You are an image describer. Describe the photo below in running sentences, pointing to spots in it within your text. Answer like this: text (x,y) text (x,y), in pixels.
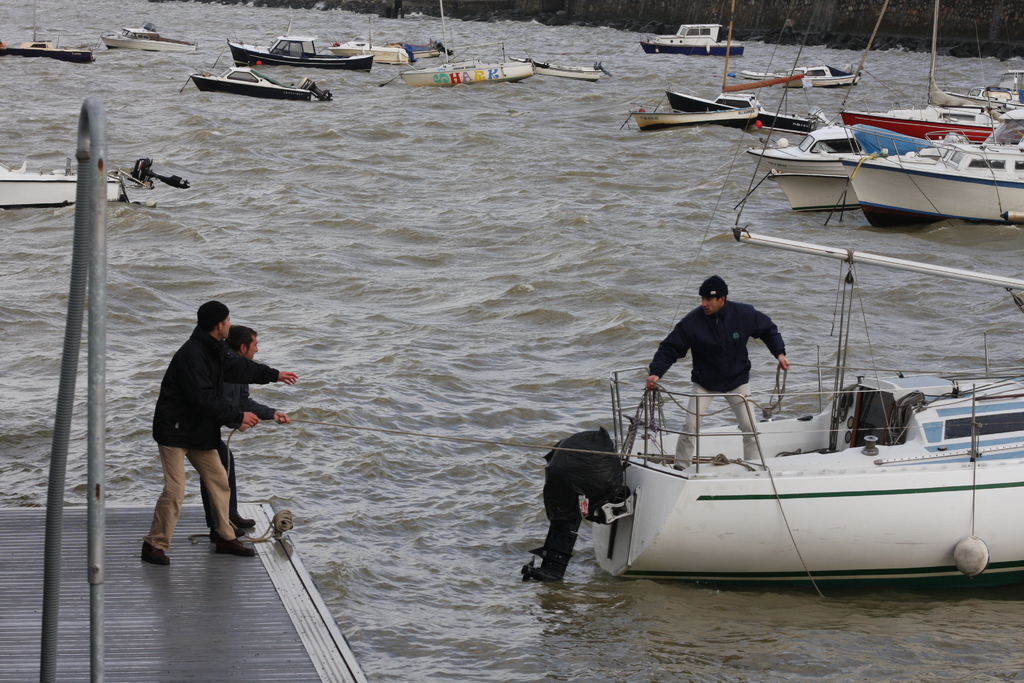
In this image we can see some boats (986,138) floating on the river (532,281), there is person (729,316) standing on a boat (811,448), he is holding rope (631,445), there are two persons (250,369) standing on the platform (112,641), one of them is holding a rope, also we can see a wall (759,25).
